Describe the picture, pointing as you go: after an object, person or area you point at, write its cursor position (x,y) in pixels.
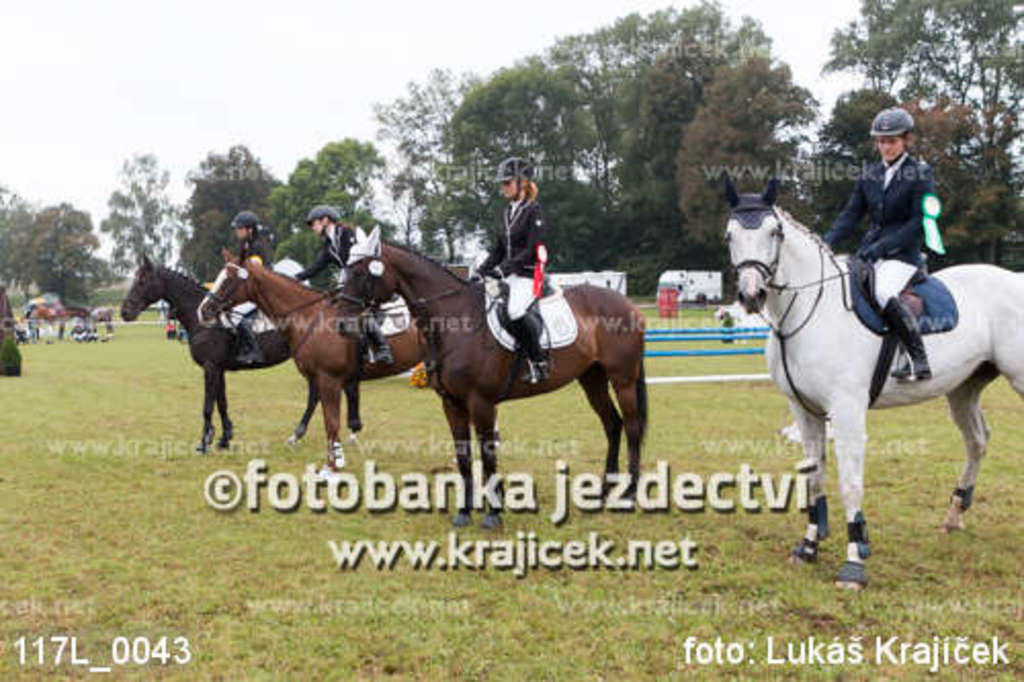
In this image there are four persons (248,323) sitting on the horses (598,296), and in the background (109,279) there are group of people (33,328), trees (721,246), sky (258,9) and watermarks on the image.
